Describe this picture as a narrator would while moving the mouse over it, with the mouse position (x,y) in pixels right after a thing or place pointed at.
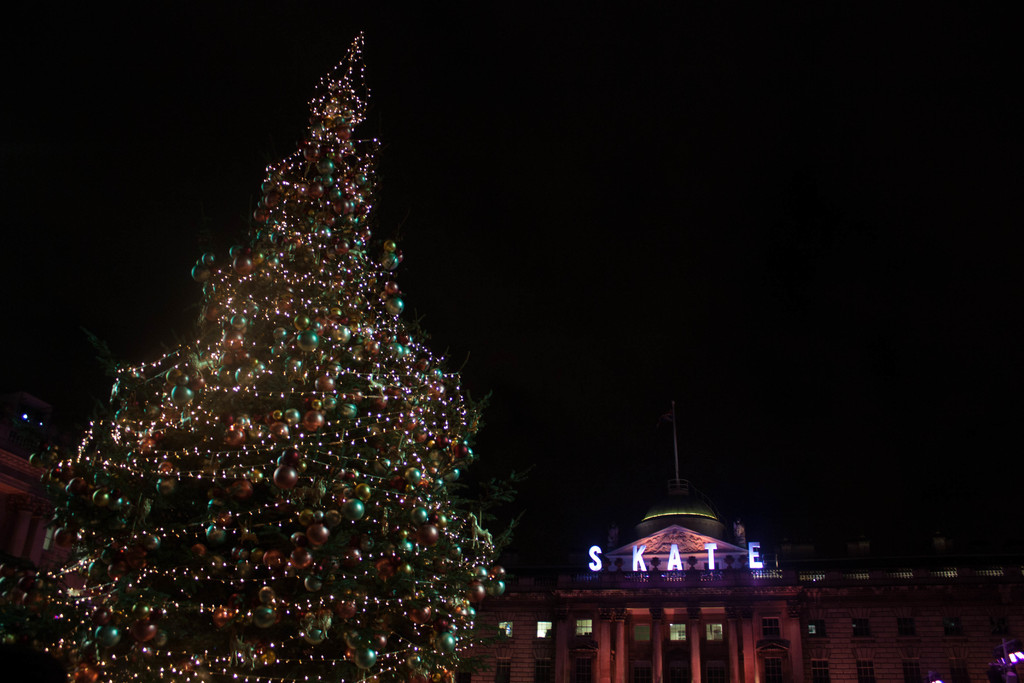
In this image we can see Christmas tree (290,531) which is decorated with lights (296,512) and balls (244,323). And we can see one building (545,627) beside the Christmas tree (474,627) on which some text (672,546) is written. And we can see many windows (819,636).
